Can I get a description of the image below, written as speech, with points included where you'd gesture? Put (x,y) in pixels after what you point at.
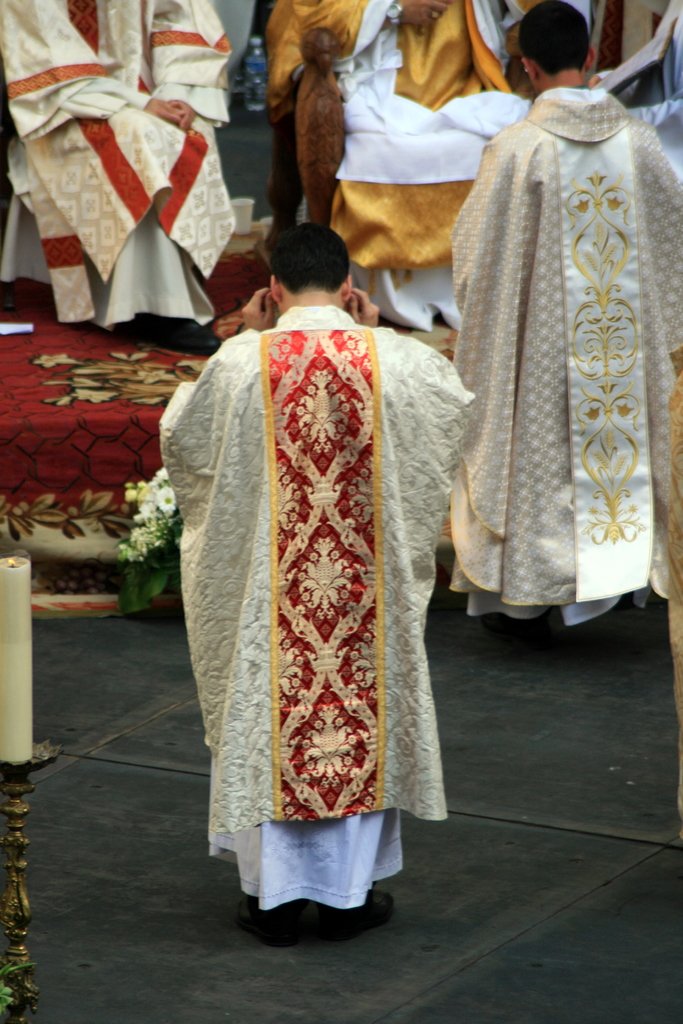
In this image we can see the persons (497,325) wearing the costumes (407,501) and standing on the floor (277,954). We can also see the flowers (156,535). In the background (173,136) there are two persons (295,27) sitting on the chairs (302,155) which are on the stage (89,425) which is covered with the carpet (67,433). We can also see the candle (2,571).
